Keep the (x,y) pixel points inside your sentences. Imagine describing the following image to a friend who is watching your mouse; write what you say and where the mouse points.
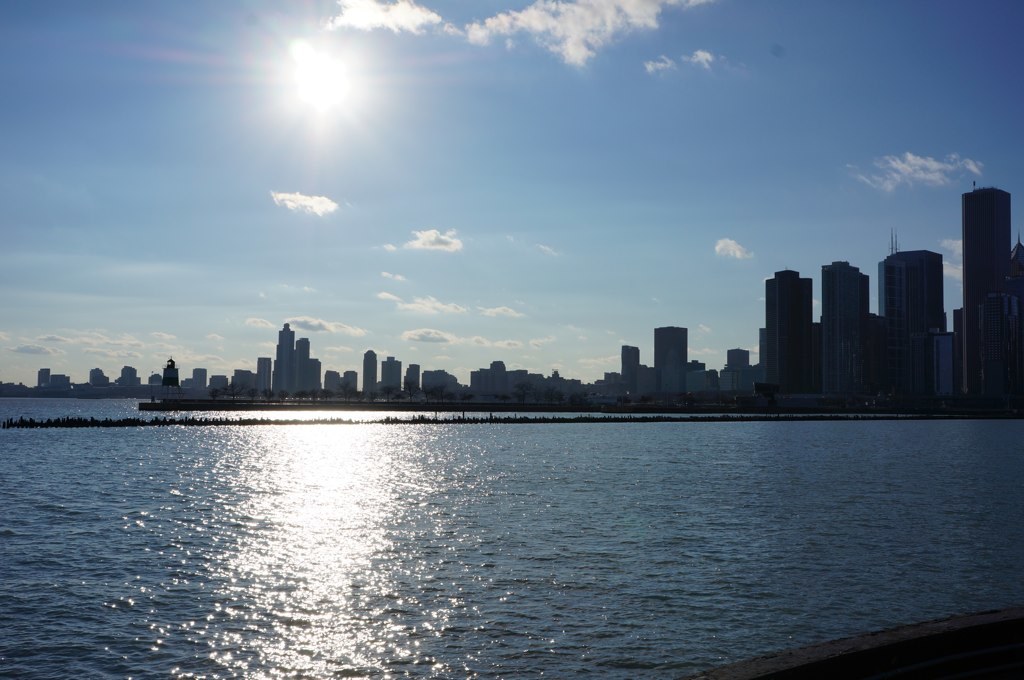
In this picture we can see water (535,551) and in the background (333,368) there are building (636,361), trees (697,395), sky (531,183) with clouds (576,47).
